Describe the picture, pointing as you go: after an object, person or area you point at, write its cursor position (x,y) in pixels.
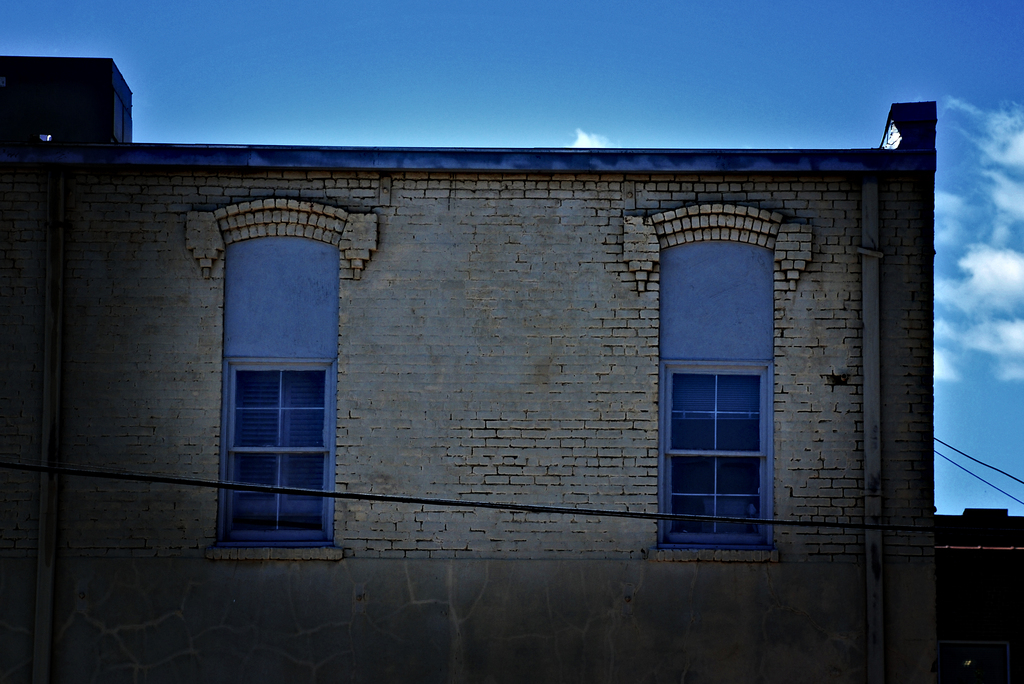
In this image we can see a building (513,448) with windows (275,473). In the background of the image (305,17) there is the sky (955,19). On the right side of the image (967,604) there is an object (939,602).
